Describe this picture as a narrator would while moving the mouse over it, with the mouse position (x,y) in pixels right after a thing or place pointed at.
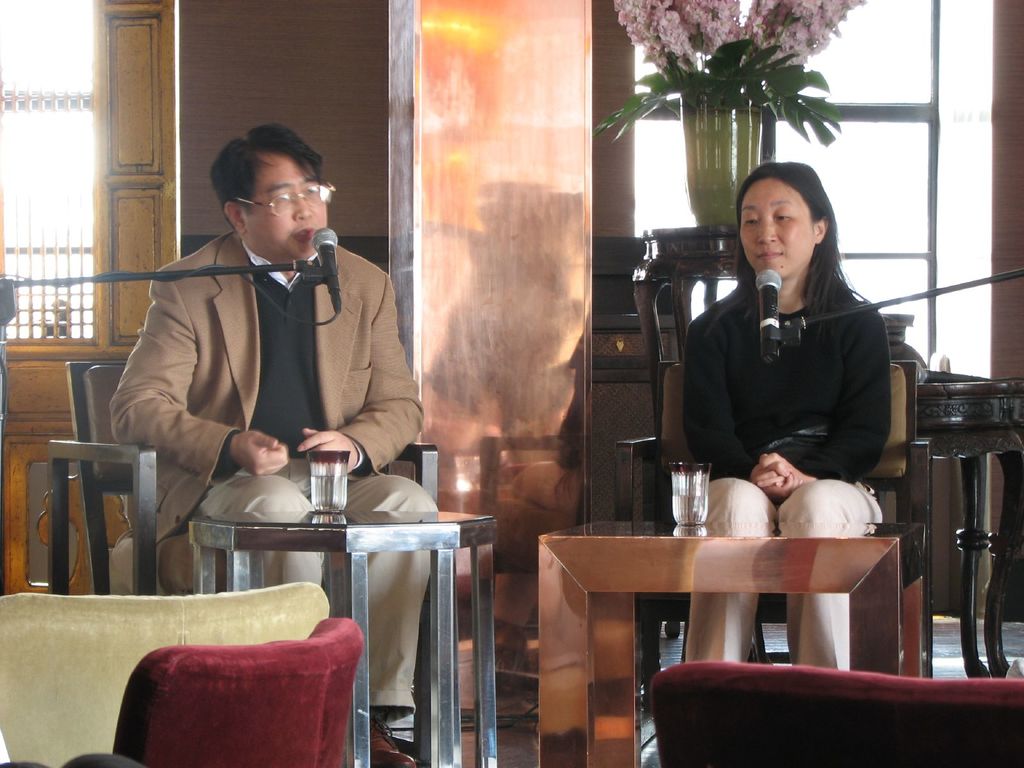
In this image we can see a man (384,464) and woman (816,369) are sitting on the chairs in front of the mics (770,317). There is a glass (696,503) on the table (687,534). In the background (472,67) we can see a flower vase (706,115), window (34,82) and a pillar (460,151).
